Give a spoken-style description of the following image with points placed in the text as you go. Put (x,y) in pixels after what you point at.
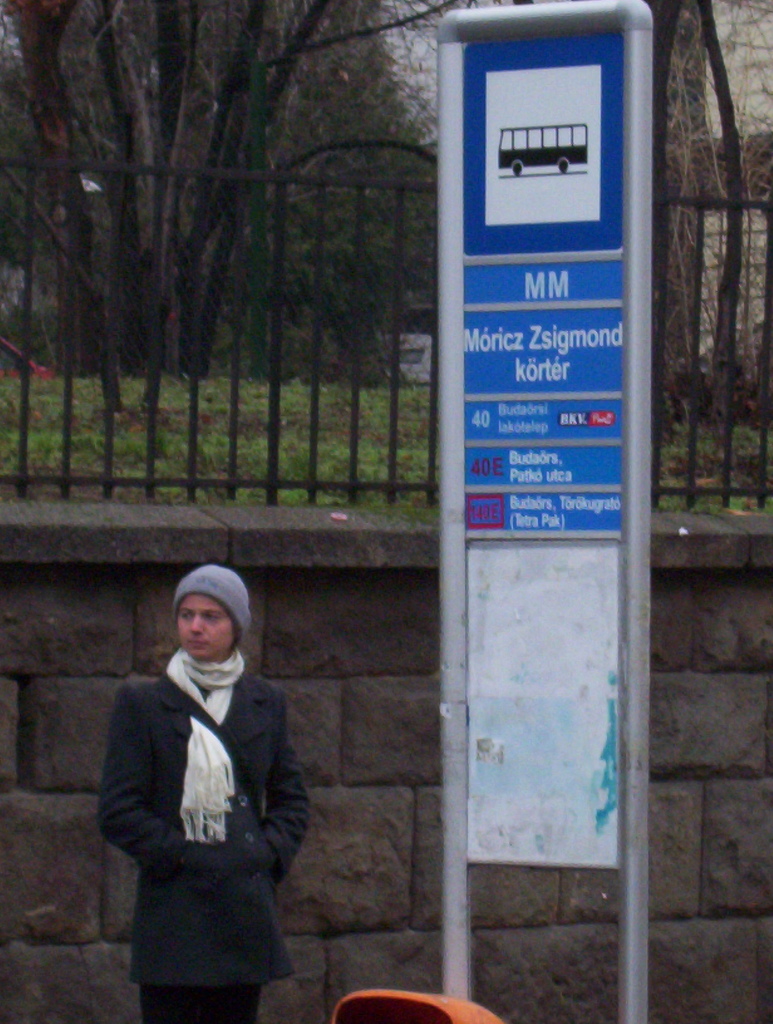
In this image on the left side (201,685) there is one person (200,787) who is standing, and on the right side (523,823) there is one board (523,569). On the board (514,430) there is some text (505,410) and in the background (235,408) there is a fence (109,366) and some trees (376,350), and in the center (363,633) there is a wall (420,776).
